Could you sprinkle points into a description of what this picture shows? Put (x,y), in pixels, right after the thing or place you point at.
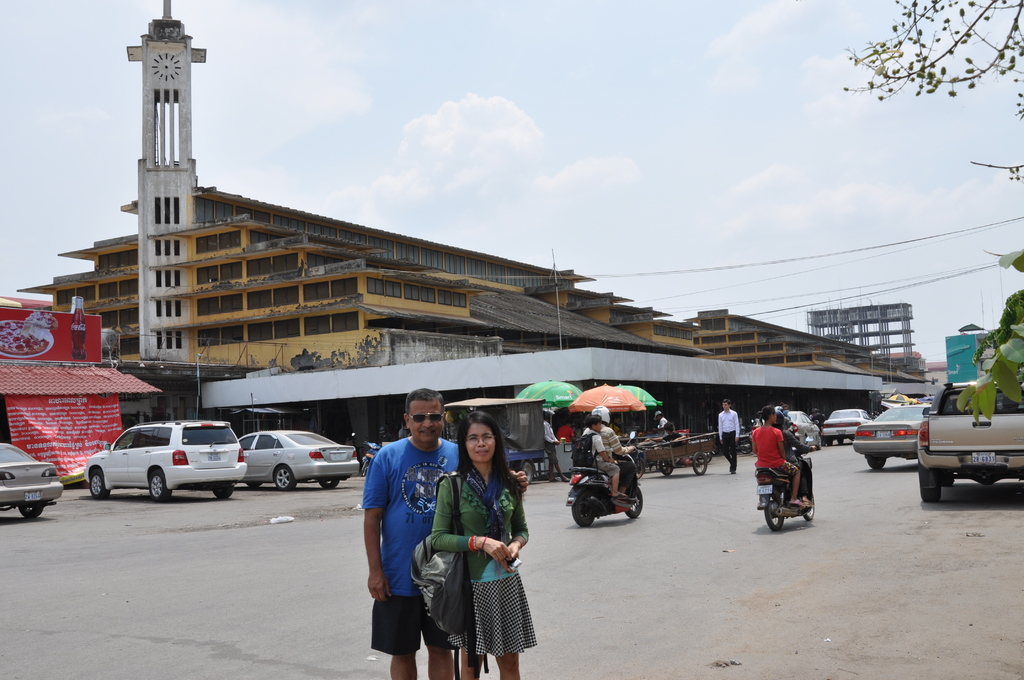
In this picture I can see the couple (391,493) who is standing on the road (363,639). On the right (774,409) I can see the group of persons (759,467) who are riding the bikes (574,515). Beside them we can see cars (966,420) and other vehicle (657,454). In the back (682,415) I can see the buildings (225,249), shed (682,415) and vehicles (352,465). On the left (39,415) I can see the banner (38,423) and posters (67,356) which is placed on the wall (49,349). At the top (478,99) I can see the sky (385,125) and clouds (519,126). In the top right (909,68) I can see the electric wires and trees (1012,310).
